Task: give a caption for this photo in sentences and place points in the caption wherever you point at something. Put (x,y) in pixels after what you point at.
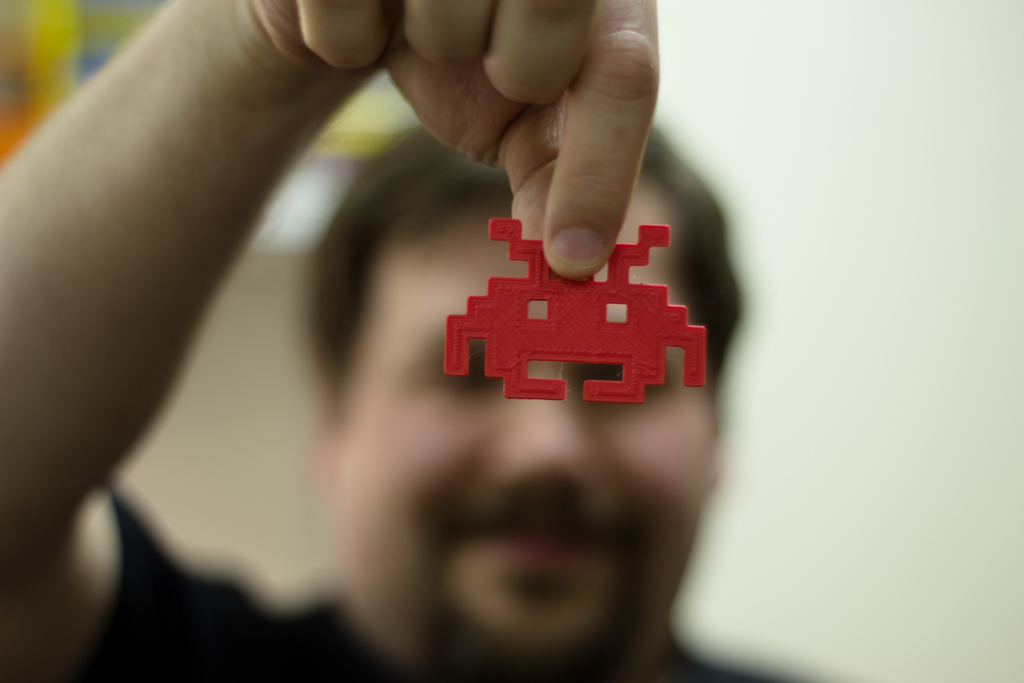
In this image I can see a man (398,391) is holding a red colour thing (452,326). I can also see this image is little bit blurry.
